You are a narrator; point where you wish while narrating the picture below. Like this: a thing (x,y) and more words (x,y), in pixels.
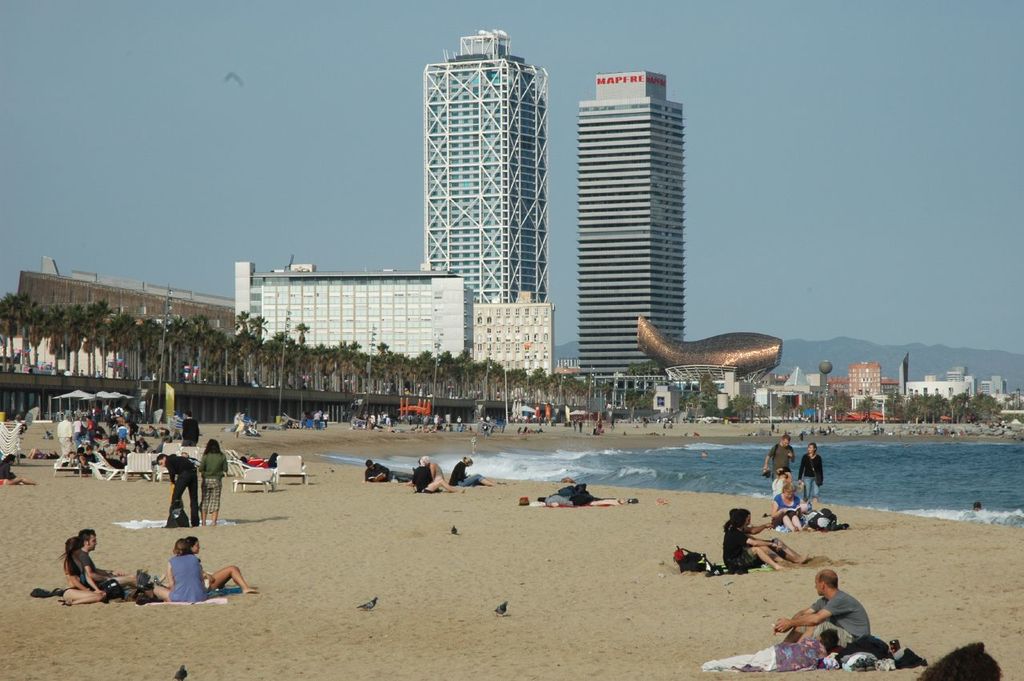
Here we can see the beach area (381,540) where people (192,557) are standing, sitting and lying. We can see the trees (554,376), poles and buildings (585,296) in the background (841,389). There is a sea (982,461) on the right side of the image (907,479). The sky (762,300) is in blue color.
